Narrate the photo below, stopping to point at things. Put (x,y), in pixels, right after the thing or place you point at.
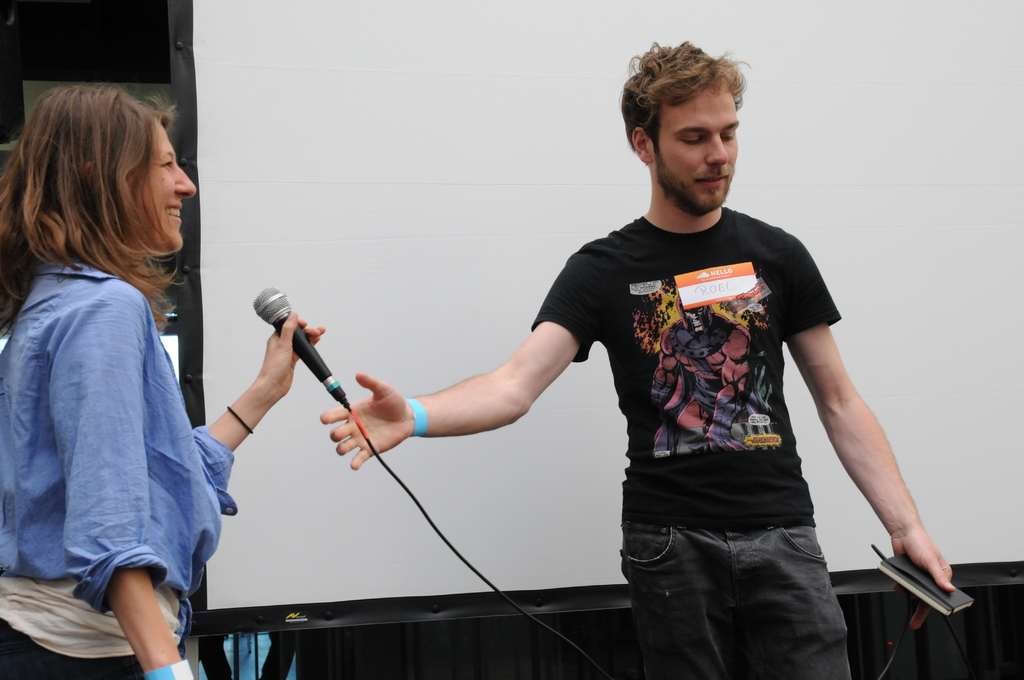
In this image i can see a man (686,113) and a woman (158,283) standing here is laughing and holding a microphone (280,310) at the back ground (305,193) i can see a screen (309,178).
